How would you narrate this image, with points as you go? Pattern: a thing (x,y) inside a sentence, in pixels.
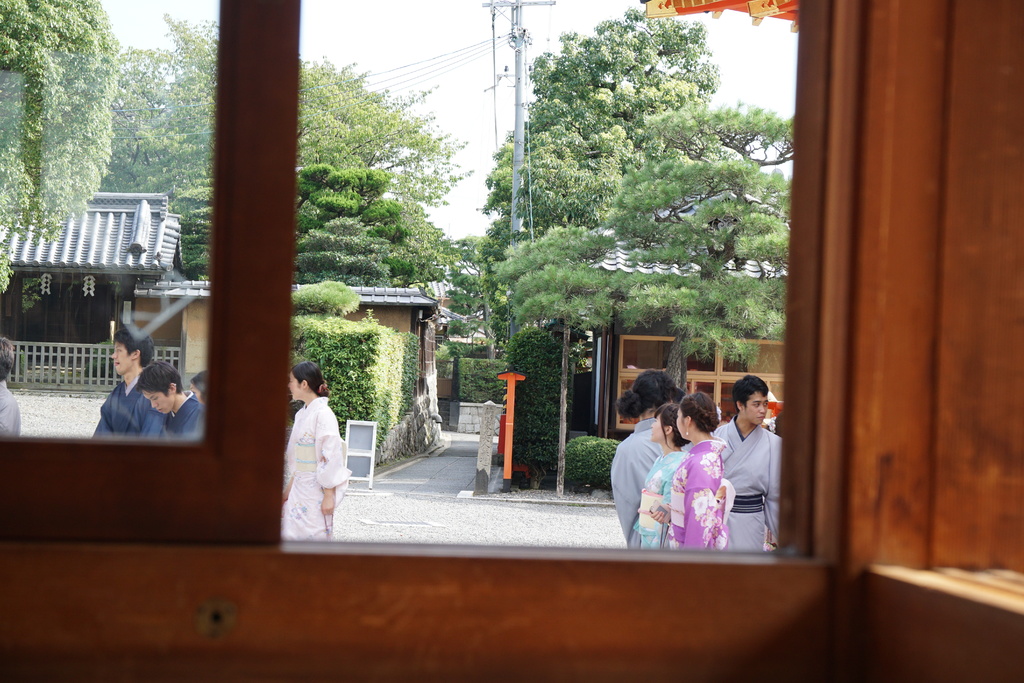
This image is taken from the view of a window (156,500). Behind the window (262,454) there are houses (28,263), trees (344,231), poles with wires (492,74) and board (361,448) on the road (408,491). There are also few people (310,458). Sky (356,40) is also visible.
